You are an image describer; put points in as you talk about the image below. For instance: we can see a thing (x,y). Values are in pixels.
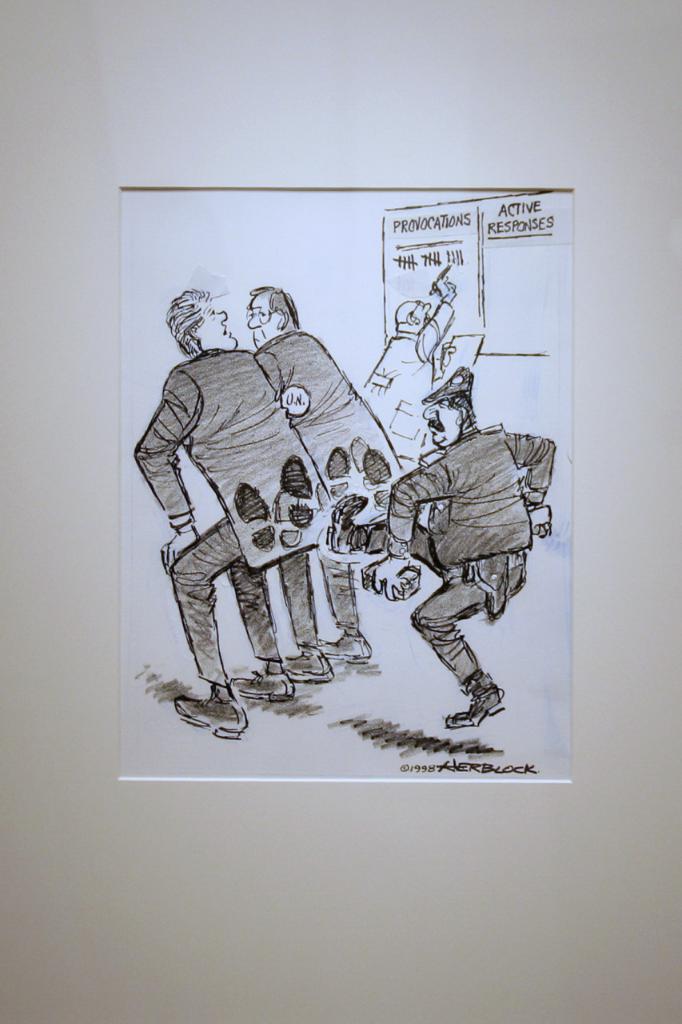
In this image there is a paper (344,635) on the wall (46,487) on which we can see there is a person (368,572) kicking other two people (337,471) beside that there is some text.
